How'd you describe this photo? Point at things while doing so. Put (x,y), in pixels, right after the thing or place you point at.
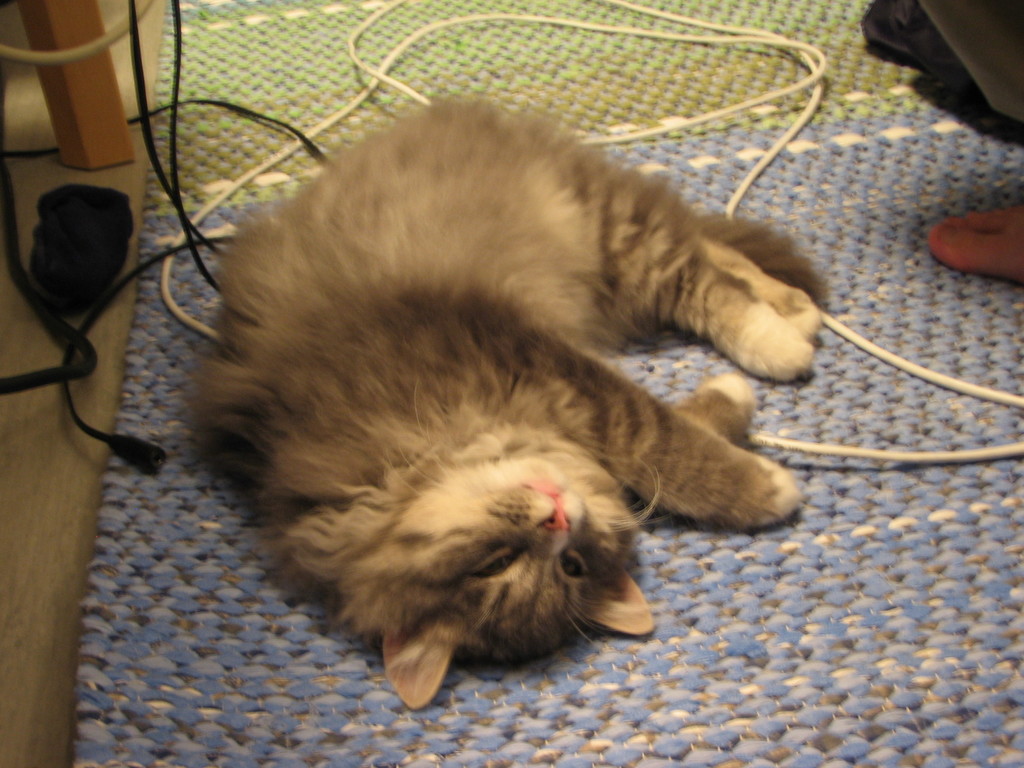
Here I can see a cat (400,320) is laying on a mat (743,702) and also there few cables (388,68). On the right side (982,213), I can see a person's foot (969,226). On the left side (104,108) there is a wooden object (109,126).
